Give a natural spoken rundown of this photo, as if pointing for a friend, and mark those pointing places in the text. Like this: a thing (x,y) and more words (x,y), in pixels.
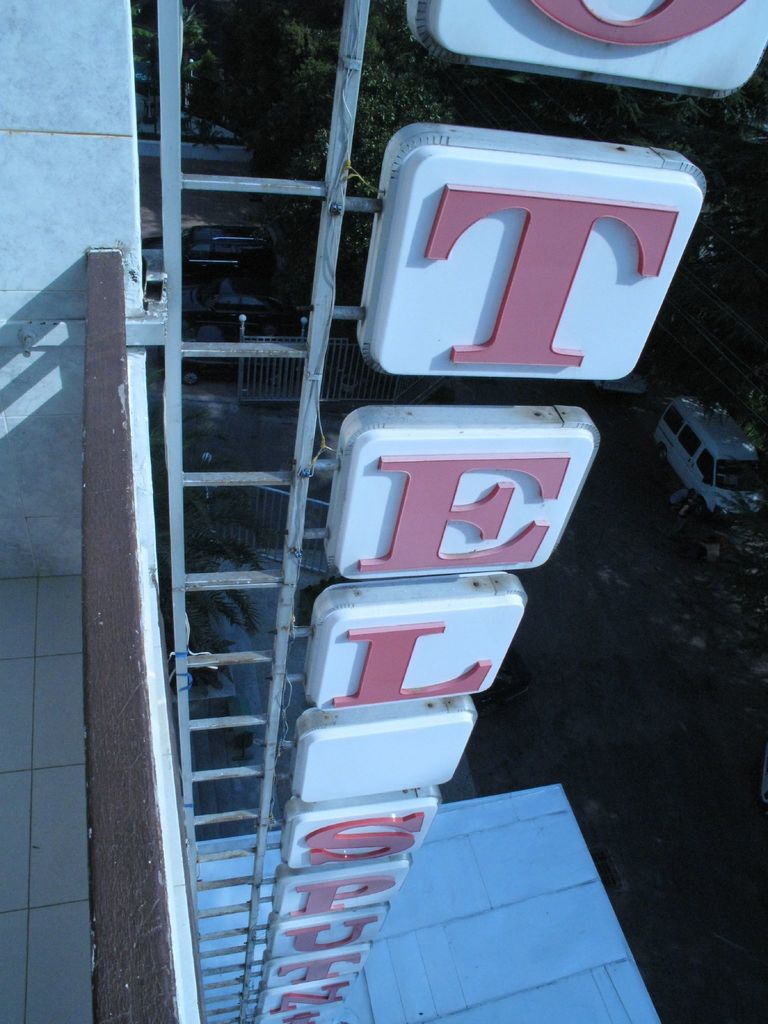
In this picture there is a naming board (450,736) with frame (200,823) is placed on the building (136,802). In the bottom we can see white color van (669,435) parked on the ground (682,547) and some trees (766,407) in the background (756,408).
